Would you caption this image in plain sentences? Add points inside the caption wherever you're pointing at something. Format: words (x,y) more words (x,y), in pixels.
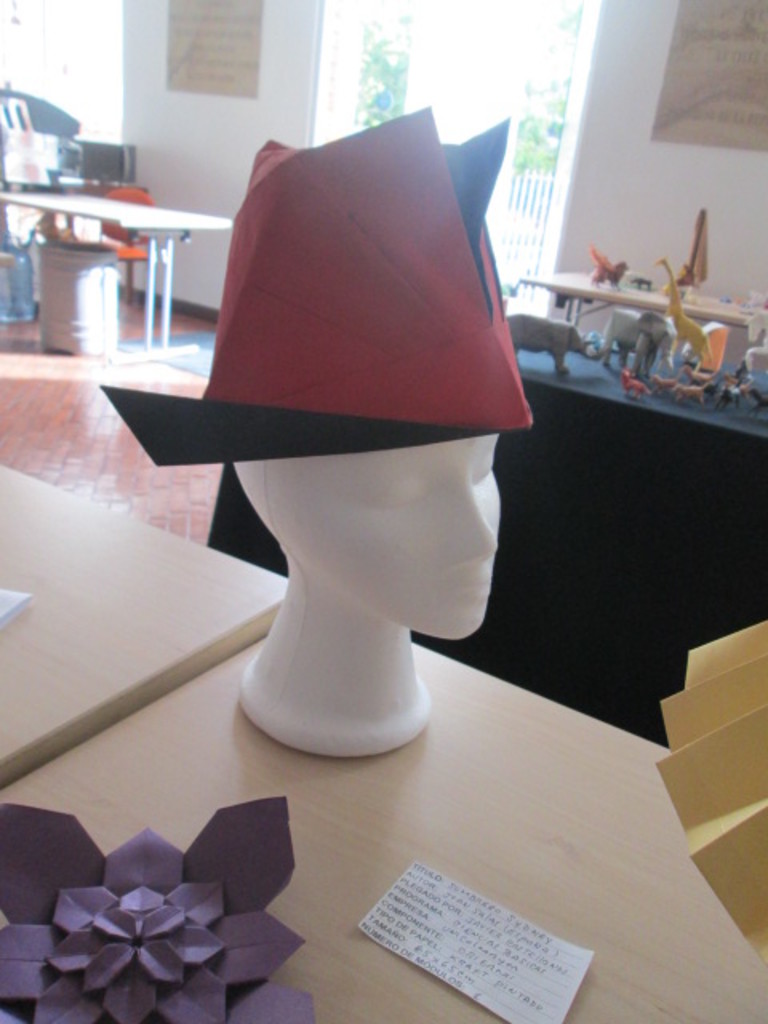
In this image in the center (361,600) there is a statue (385,594) and on the table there are papers (426,941) with some text (481,952) written on it. In the background (701,431) is a table (675,430) which is covered with a blue colour cloth (606,430) and on the table (589,358) there are toys (629,348). On the wall (615,83) there are posters (663,84) with some text (702,86) on it. On the left side (93,205) there is an empty table (97,217) and under the table (66,205) there is a bin (82,280).
